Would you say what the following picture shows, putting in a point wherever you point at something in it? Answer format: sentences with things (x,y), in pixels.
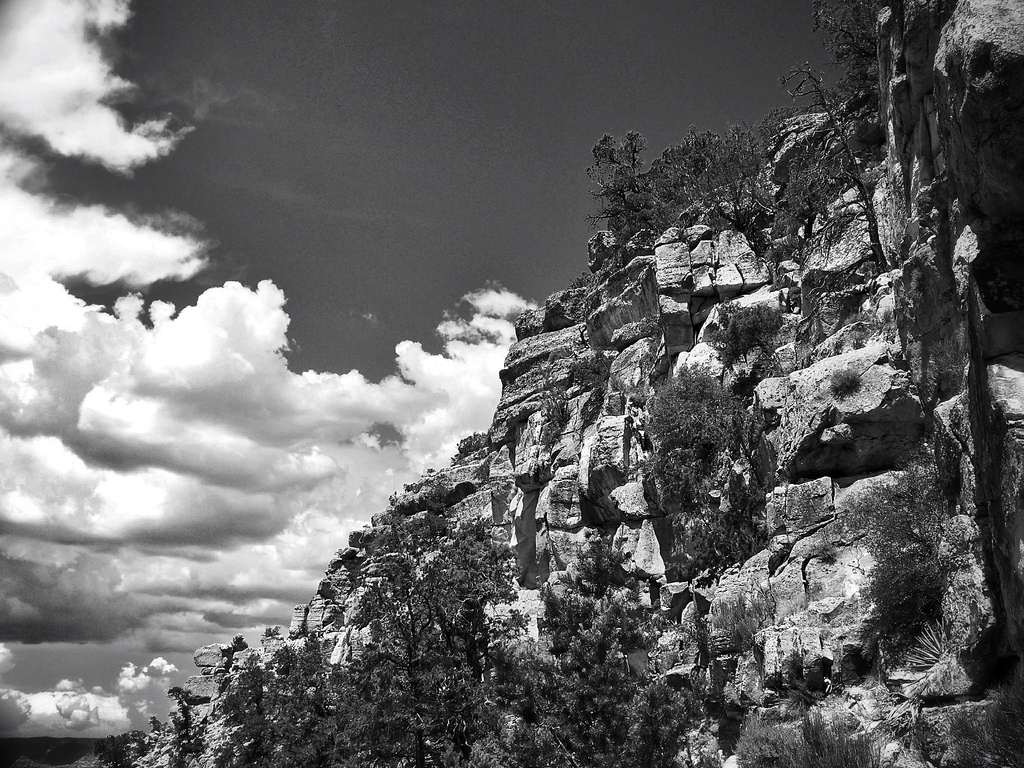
In this image we can see a mountain (669,608), plants (670,503) and the trees (476,667). On the backside (314,305) we can see the sky (250,418) which looks cloudy.
